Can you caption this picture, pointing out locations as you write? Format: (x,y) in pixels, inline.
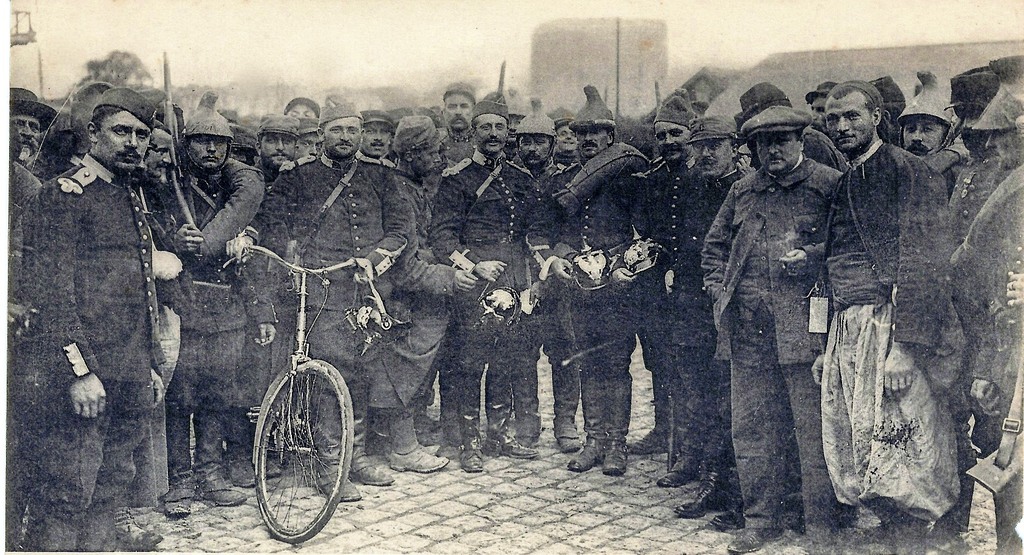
In this image in front (288,331) there is a person (315,285) holding the cycle (267,510). Beside him there are a few other people (828,330) standing on the road (666,491). In the background of the image (156,77) there are trees (139,78), buildings (551,86) and sky (354,36).
